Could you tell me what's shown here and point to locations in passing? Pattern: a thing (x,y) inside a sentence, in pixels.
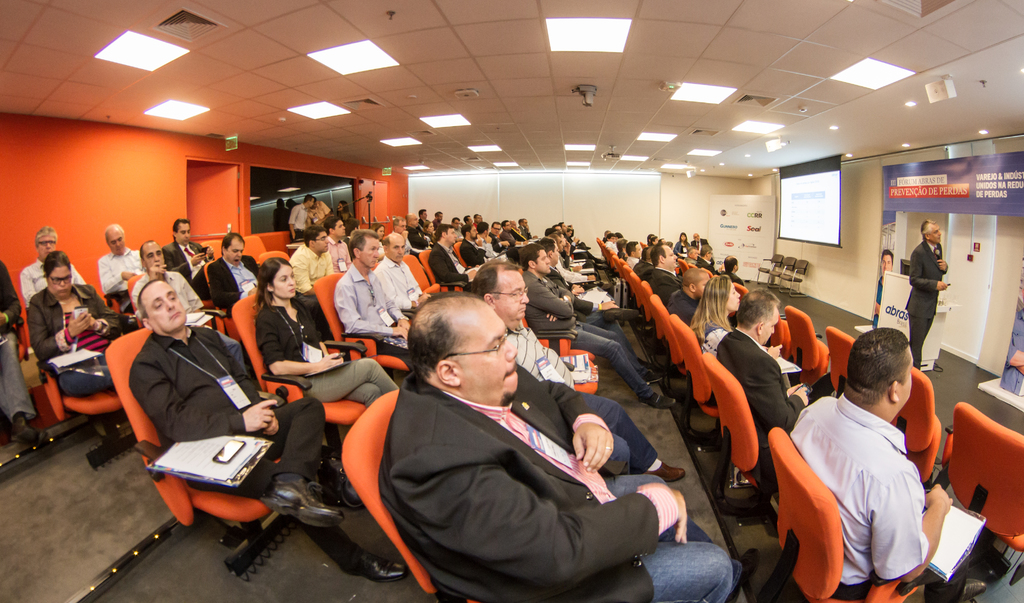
In this image I can see some people (482,361) are sitting on the chairs (701,368). At the top (601,34) I can see the lights (877,82).
